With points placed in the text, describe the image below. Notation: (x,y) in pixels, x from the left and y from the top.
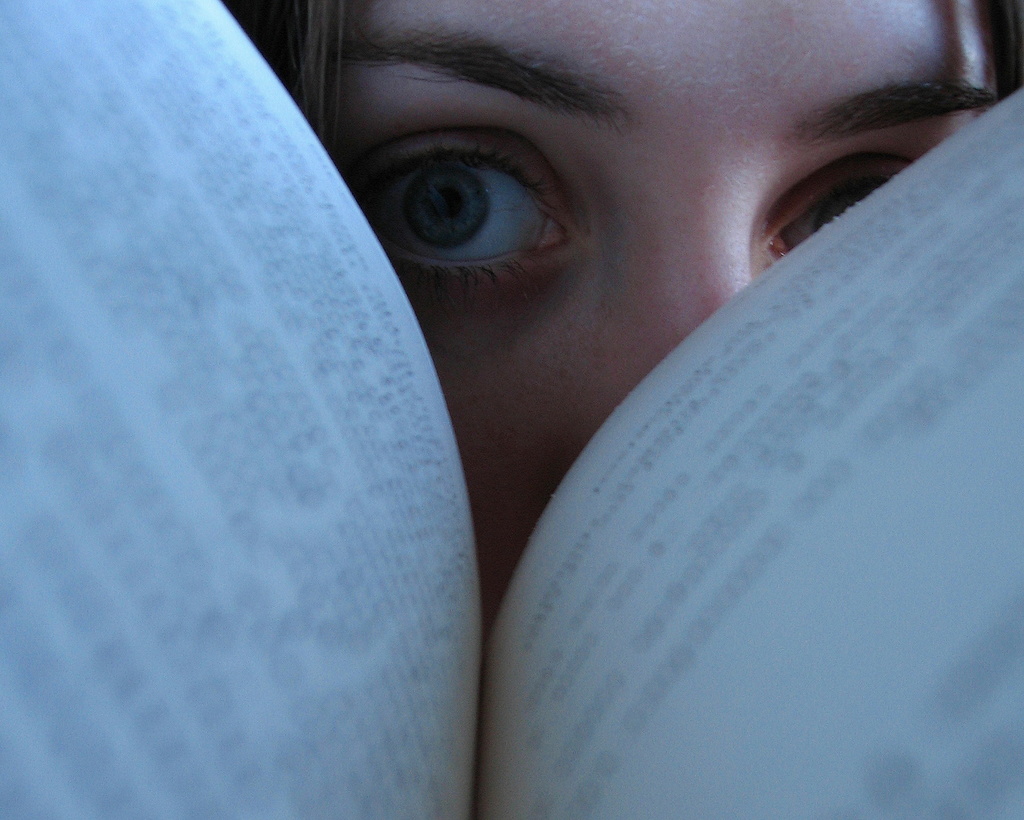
In this image I can see eyes (871,157) of a woman (646,177). Here I can see two pages (317,509) and on it I can see something is written.
